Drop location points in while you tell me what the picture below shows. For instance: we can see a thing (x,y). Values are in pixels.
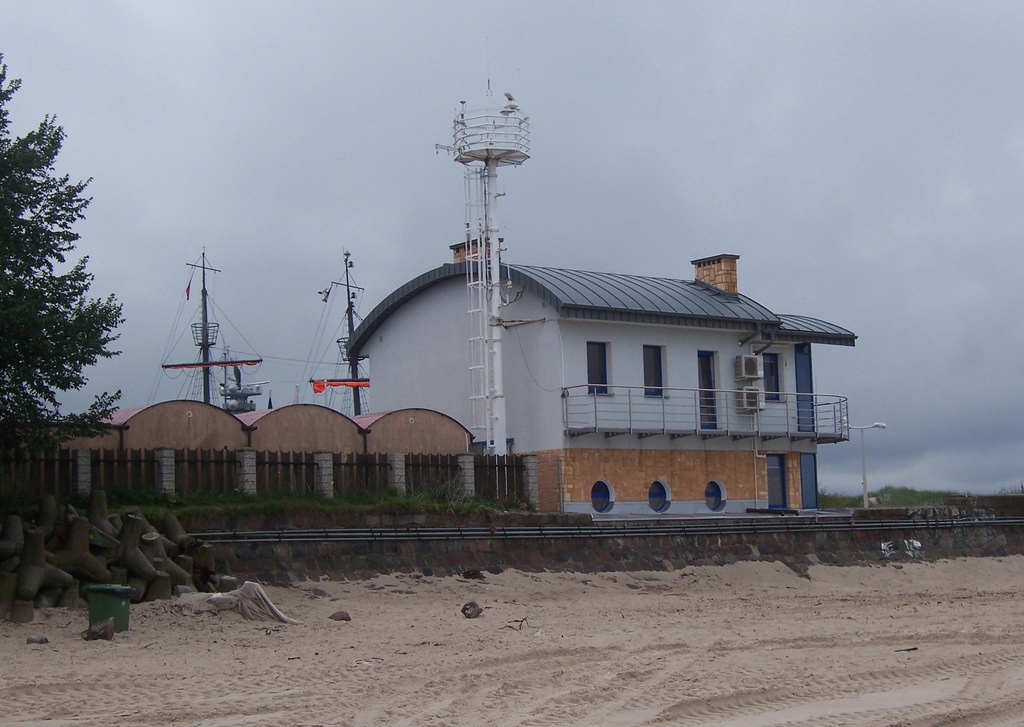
In the middle (527,361) it is a house (635,399) which is in white color. In the left side (75,290) there are trees (75,290) at the top (323,80) it's a sky (306,100).
